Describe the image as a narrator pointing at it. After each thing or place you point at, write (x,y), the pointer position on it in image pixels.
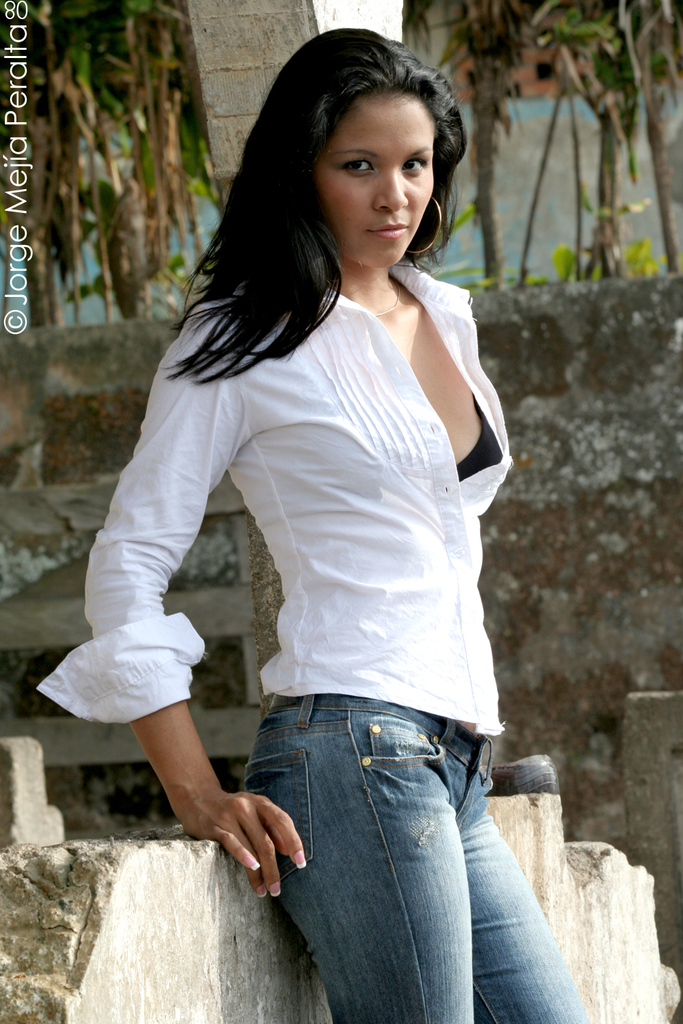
In this image we can see a lady (434,752) wearing a white color shirt (364,655). In the background of the image (58,216) there are trees (122,159). There is wall (637,375). To the left side of the image (28,256) there is text (13,38).
